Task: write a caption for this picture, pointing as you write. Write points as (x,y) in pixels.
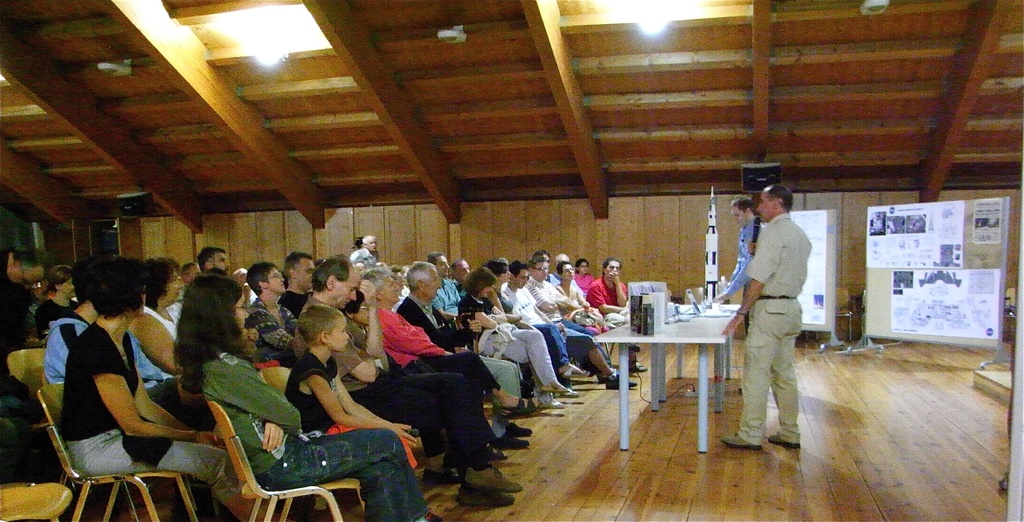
In this image there are group of people (330,429) sitting in the hall (583,279) and listening to the person (776,237) who is wearing a white color shirt (774,261) and pant (767,310) and giving a speech in the microphone (760,239). Behind there is a wooden panel walls (650,222) and big board (923,308) with white charts (933,274). Above we can see wooden roof (650,39) and a light (642,18).
